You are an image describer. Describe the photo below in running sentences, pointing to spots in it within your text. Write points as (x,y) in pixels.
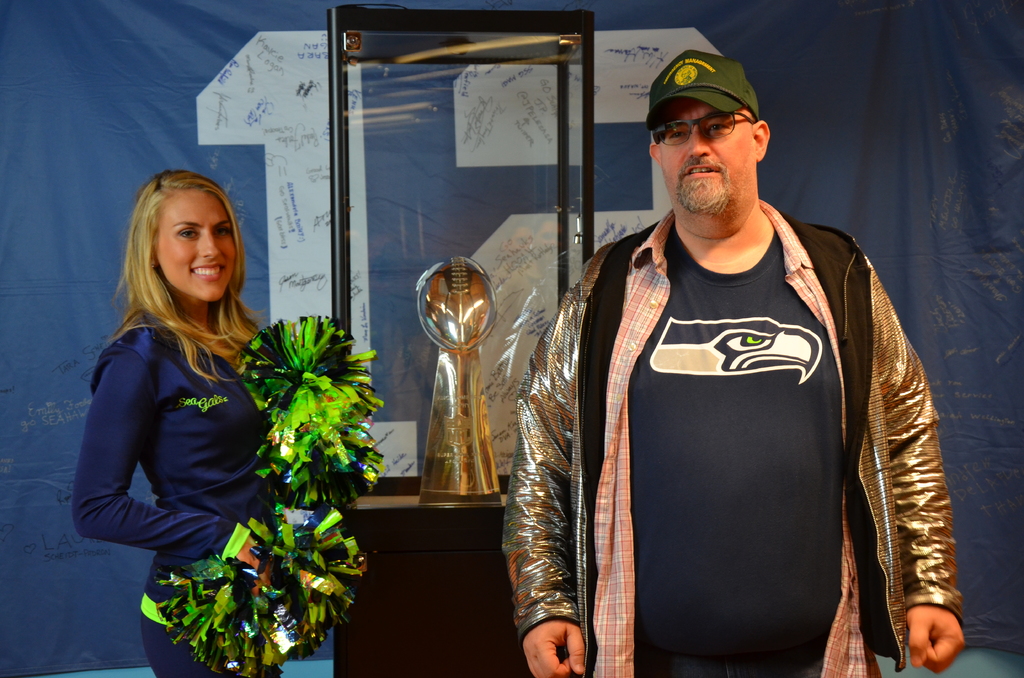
In this picture I can see a woman (240,329) and a man (660,364), they are standing in the middle (656,427). In the background (497,271) I can see a glass box (508,306) and a banner (649,207).
